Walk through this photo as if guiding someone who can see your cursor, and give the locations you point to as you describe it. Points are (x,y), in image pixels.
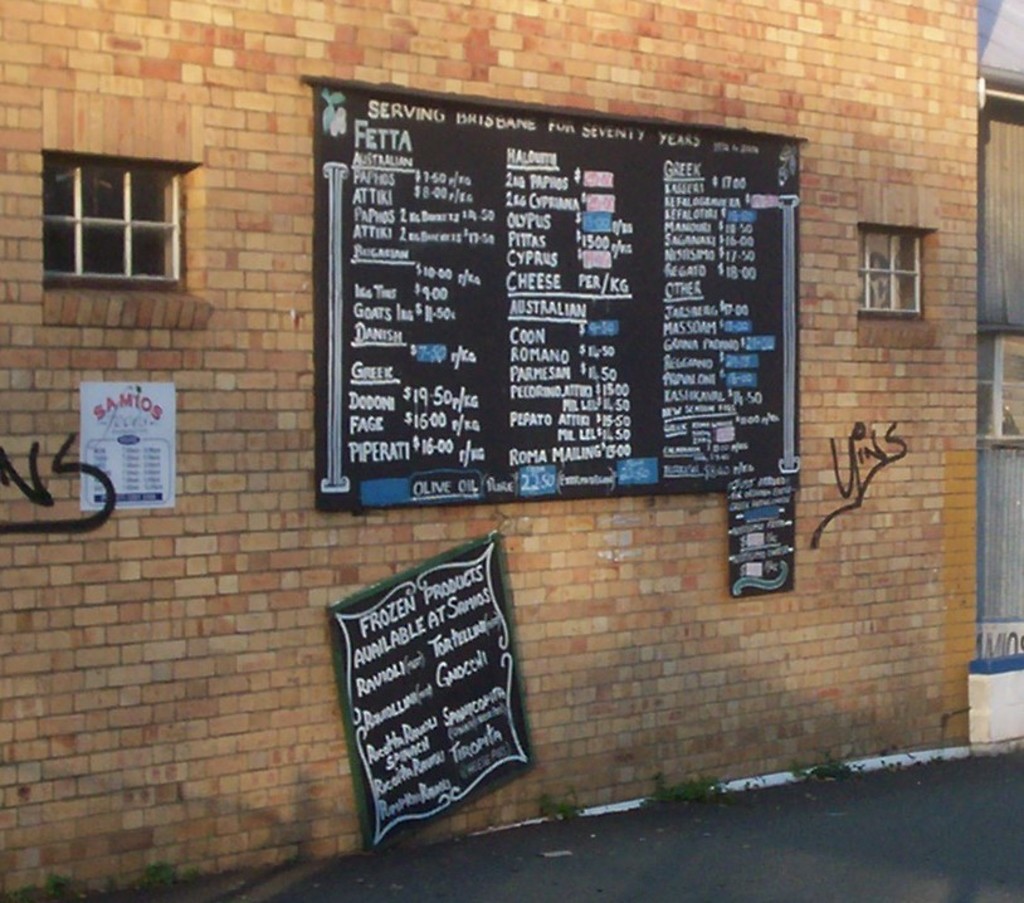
In the picture I can see black color paint (476,456) on which we can see some text (617,421) is written is painted on the brick wall (272,496). Here we can see ventilators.
